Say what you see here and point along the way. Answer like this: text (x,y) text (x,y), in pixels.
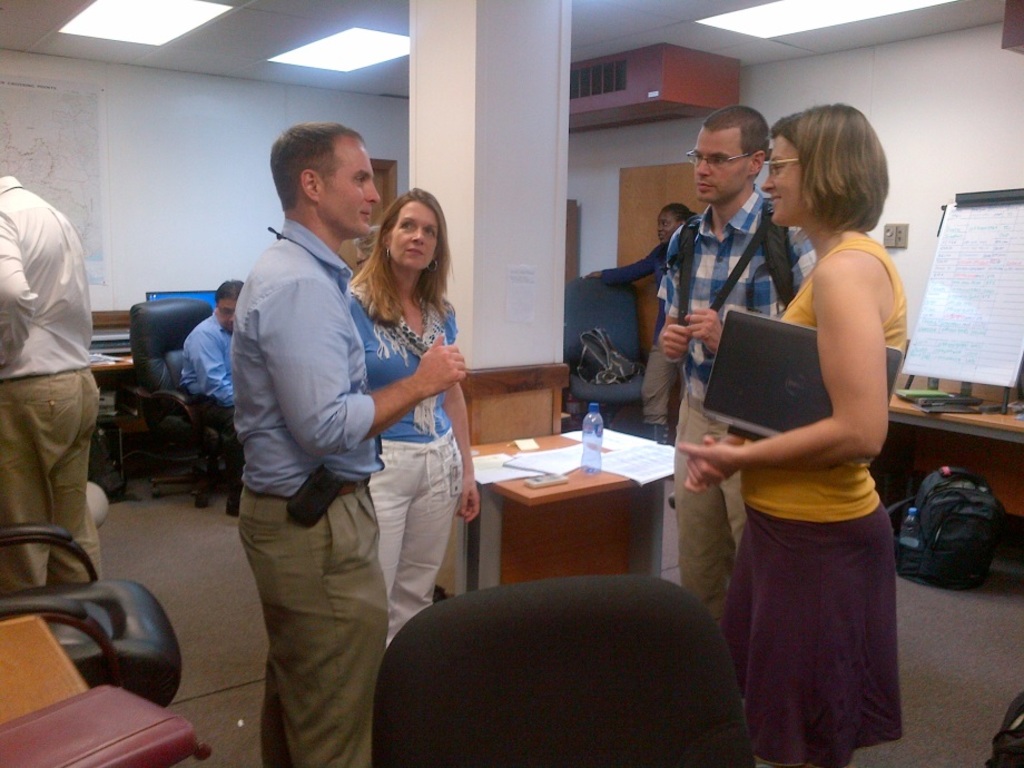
In the image we can see there are people (863,664) who are standing and a person (194,361) is sitting at the back (162,381) on the chair (155,358).
